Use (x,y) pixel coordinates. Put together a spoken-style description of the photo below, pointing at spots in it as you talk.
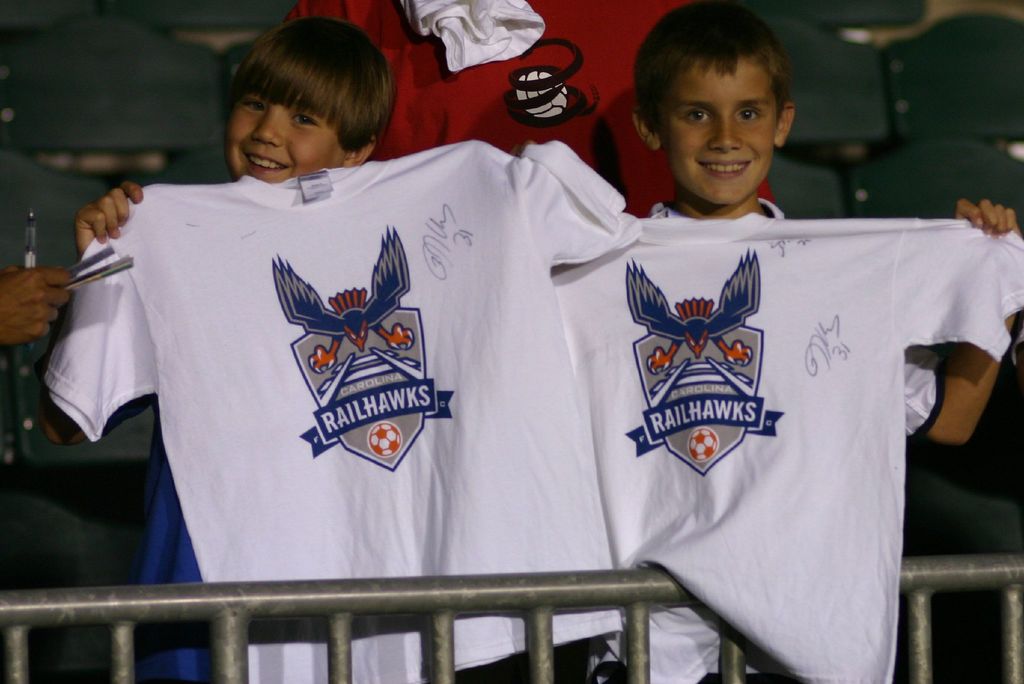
In this image I can see two children (677,126) holding T-shirts (472,251). There is a hand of a person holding some objects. There are clothes (612,18) and in the background (129,91) there are chairs (109,125).
